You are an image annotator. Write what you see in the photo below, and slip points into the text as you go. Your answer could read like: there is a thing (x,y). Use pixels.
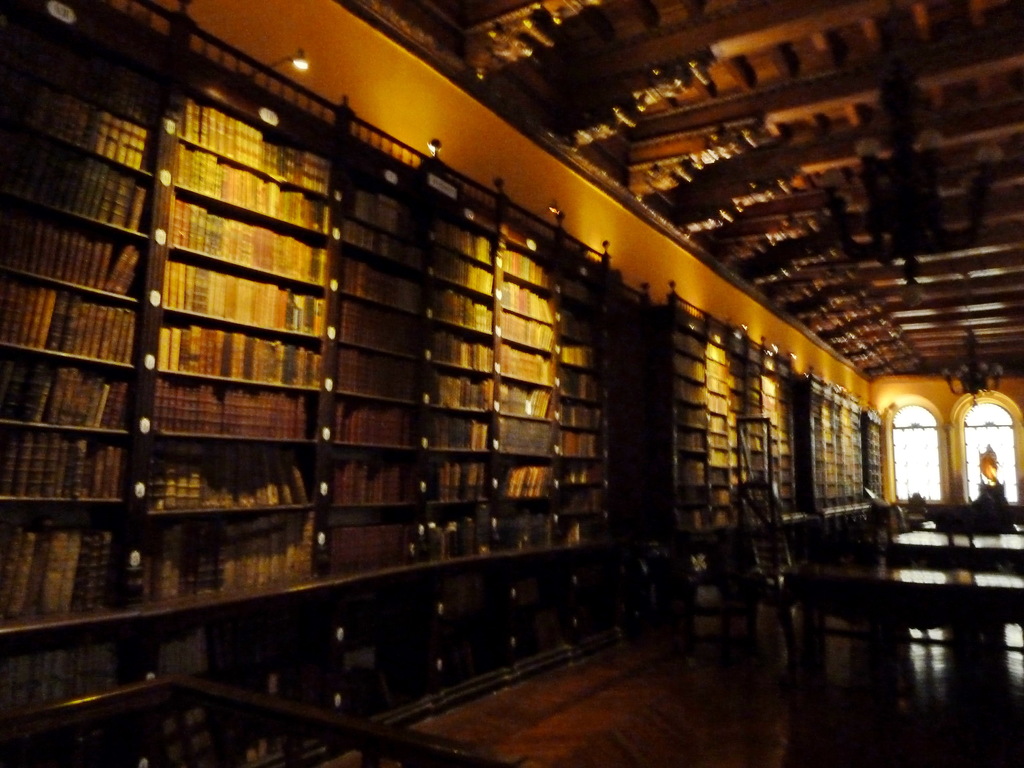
In this picture, we see the racks (174,446) in which many books (307,376) are placed. On the right side (864,620), we see the chairs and the table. In the background (930,418), we see the windows (979,484) and a wall (464,117). At the top (605,13), we see the roof (751,96) of the building (824,195). At the bottom (619,716), we see the railing (371,744) and the wooden floor (599,715). This picture might be clicked in the library (706,564).
